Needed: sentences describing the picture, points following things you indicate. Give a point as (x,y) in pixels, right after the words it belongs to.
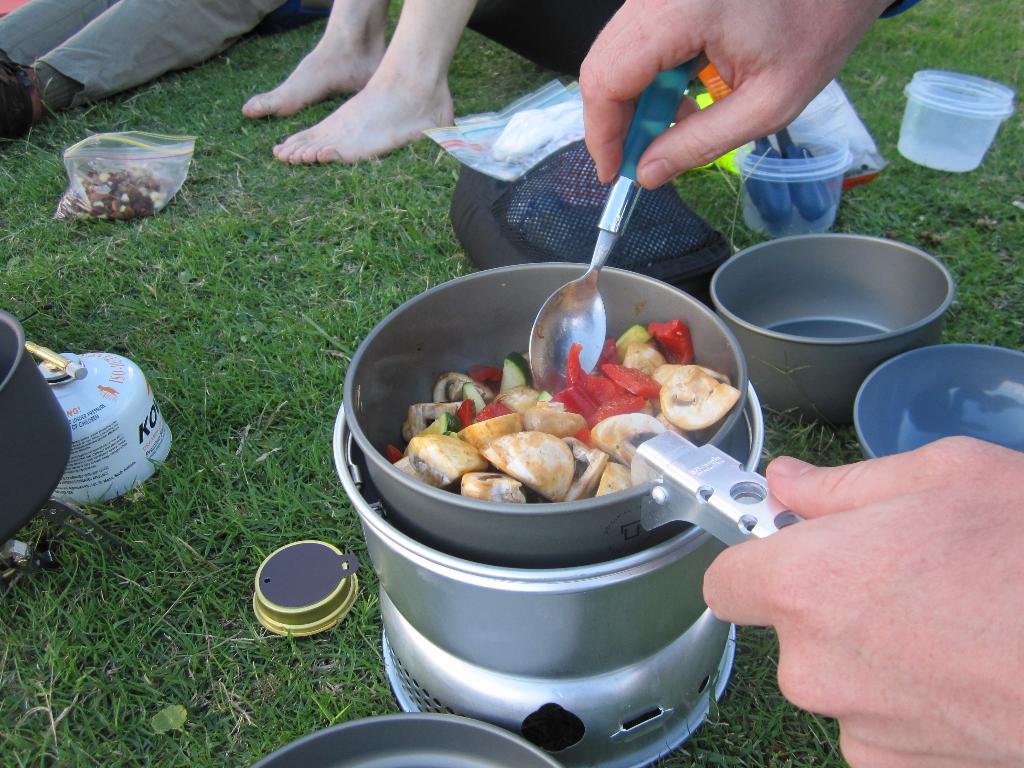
In this picture we can see few people (342,5) and we can see a person (606,62) is cooking, we can find few bowls (609,328), plastic covers (127,171) and other things (675,621) on the grass (279,243).
